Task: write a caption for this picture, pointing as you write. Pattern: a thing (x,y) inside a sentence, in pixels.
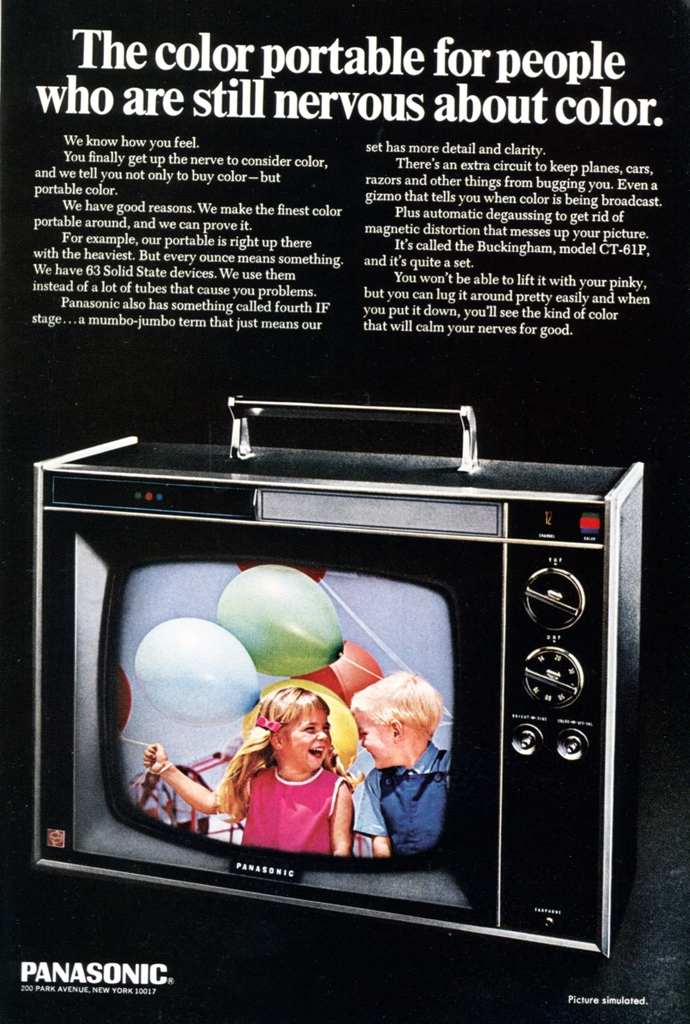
In this image we can see a poster (310,485). There is a television (336,664) on the poster (322,718). On television screen (321,750) we can see the two children (313,774) and a few balloons (284,684). There is a some text (289,280) written on the poster (296,246).
